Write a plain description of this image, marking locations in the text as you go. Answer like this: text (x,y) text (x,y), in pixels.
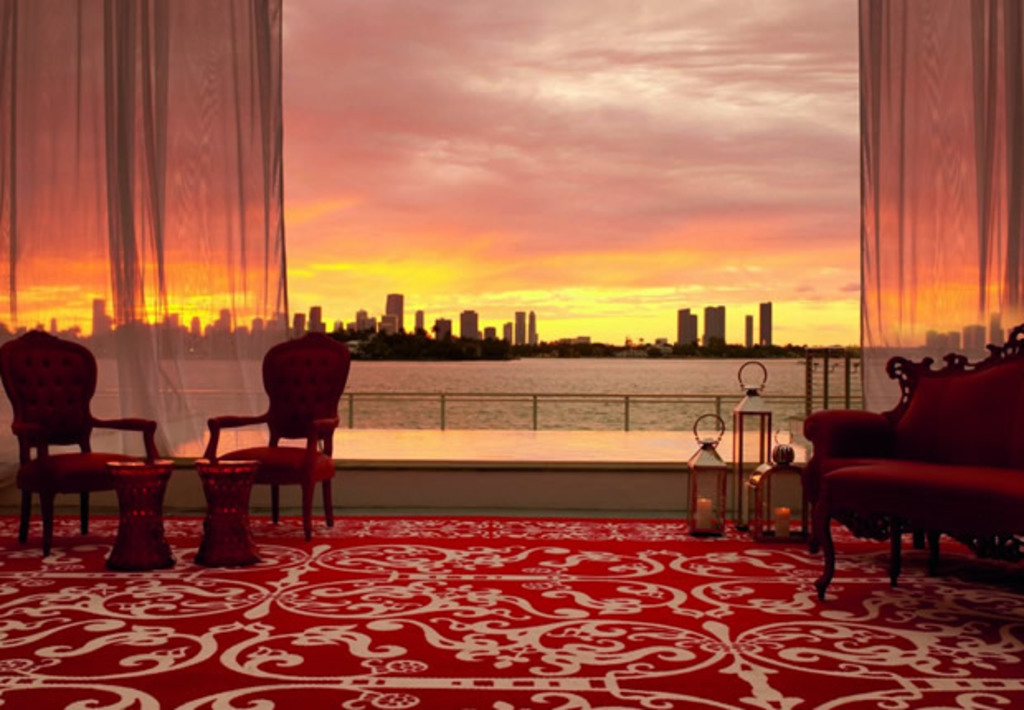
This is the picture taken in a room (471,521), in this room (353,593) there are chairs (81,439), table (232,502) and sofa (836,513). Background of this chair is a water (523,387), building (422,322) and sky (445,195).
